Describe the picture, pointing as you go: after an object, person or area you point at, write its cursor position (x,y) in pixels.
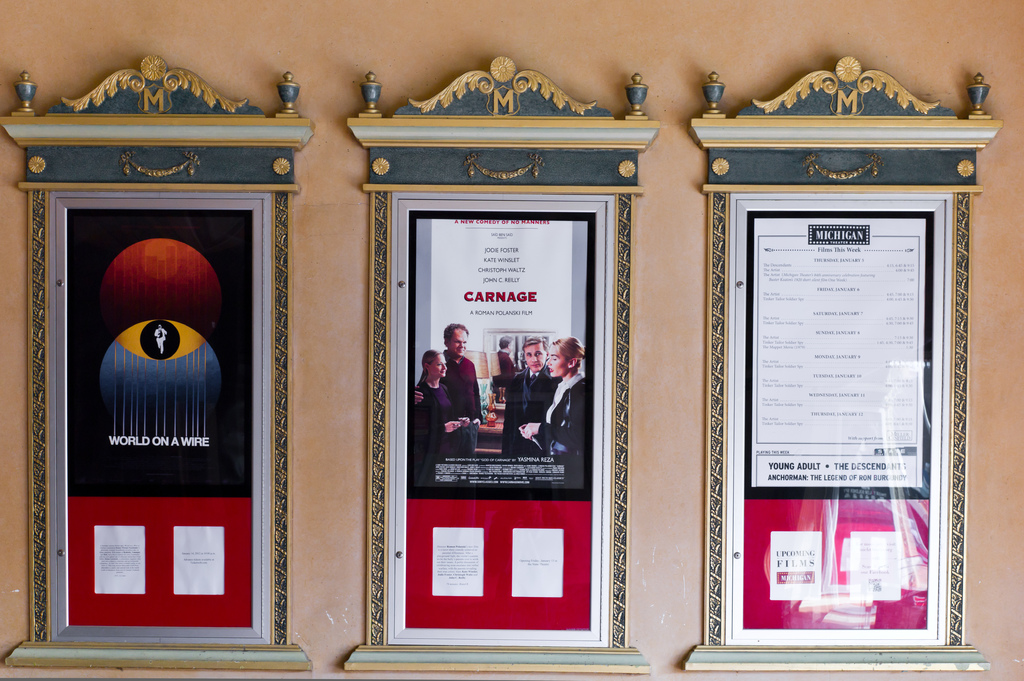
We can see boards (527,207) on wall (396,33).
